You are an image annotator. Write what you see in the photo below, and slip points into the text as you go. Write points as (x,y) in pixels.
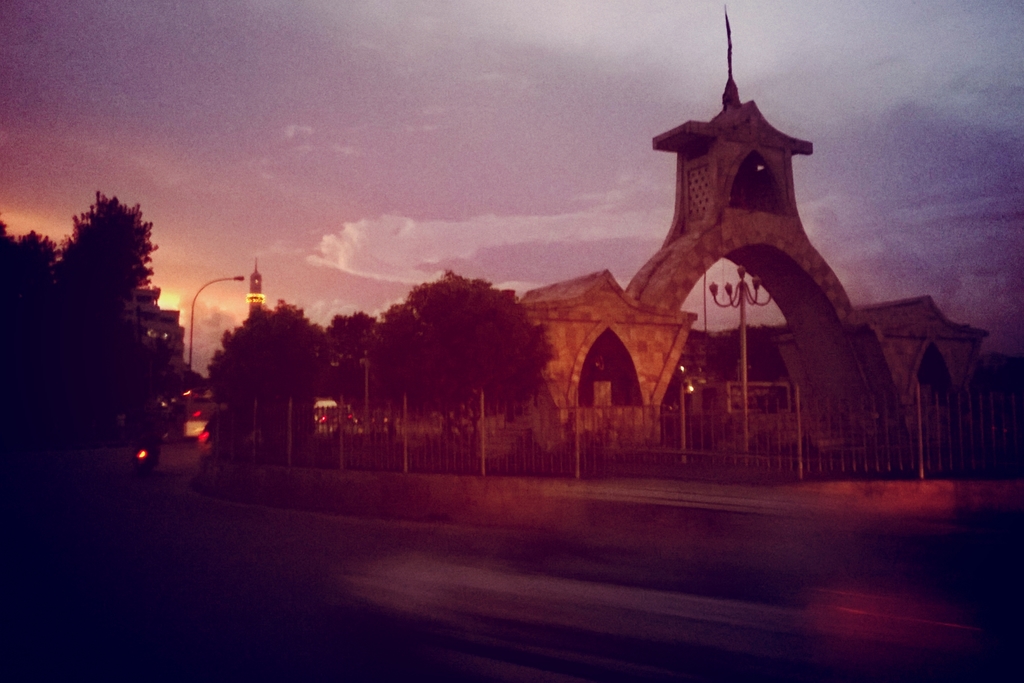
This is an image clicked in the dark. At the bottom (477,597) there is a road (328,572). On the right side (788,343) there is a building (788,341) and a fencing (667,437). On the left side (92,360) there are many trees (422,358) and few vehicles (193,415) on the road (293,527). Beside the road (299,510) there are few light poles (743,359). At the top of the image (368,113) I can see the sky (268,102).
